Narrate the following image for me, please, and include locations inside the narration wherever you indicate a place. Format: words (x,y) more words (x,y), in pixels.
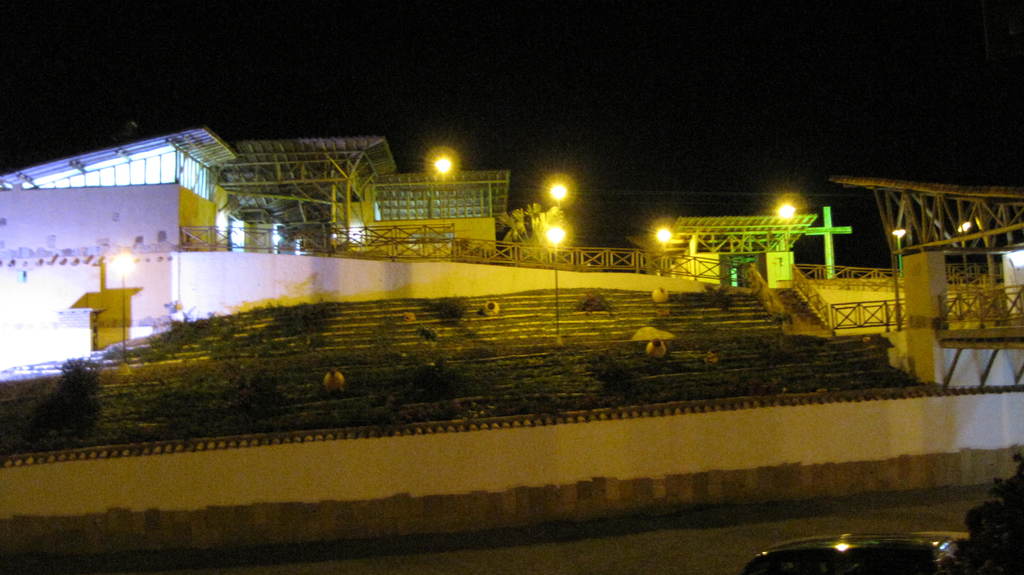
At the bottom of the picture (581,502), we see a white wall (512,448) and behind that, there are pots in the garden (274,371). Beside that, we see the staircase (809,306). Behind that, we see wooden fence (346,243) and iron railing (206,228). There is a white building (159,186). We even see street lights (550,236) and in the background (616,114), it is black in color. This picture is clicked in the dark.
